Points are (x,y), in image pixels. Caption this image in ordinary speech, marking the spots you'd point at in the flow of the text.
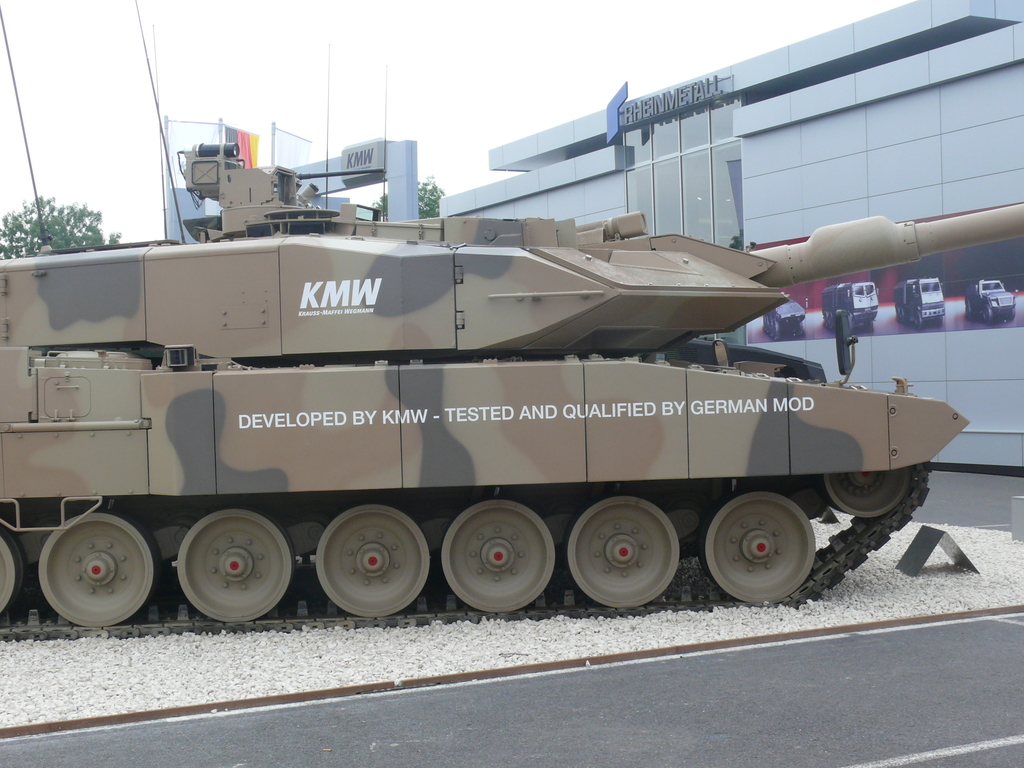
In this image there is an army tank (508,338), behind the tank (491,314) there is a building (820,112).
